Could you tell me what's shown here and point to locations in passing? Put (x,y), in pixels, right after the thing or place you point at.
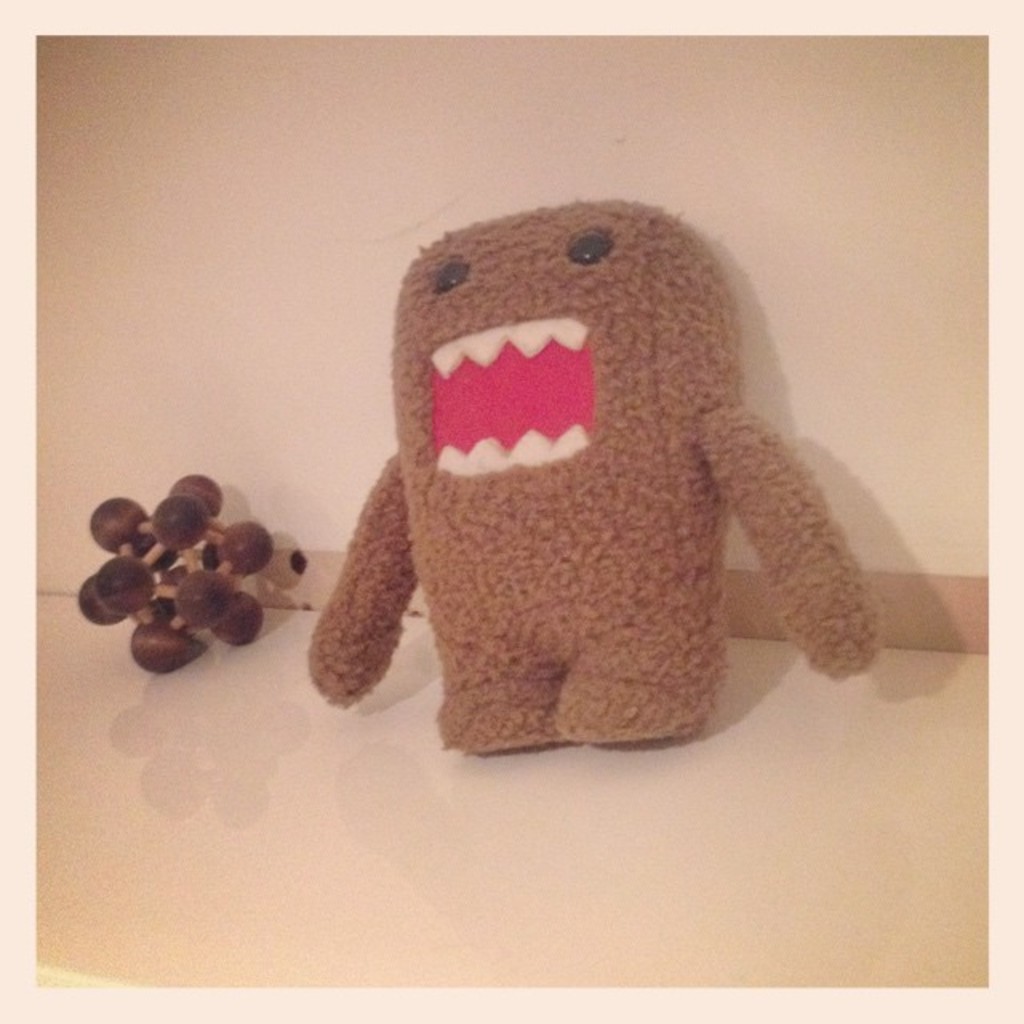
Here we can see doll (546,647) and toy (216,548) on the surface (118,750). Background (375,188) we can see wall (734,202).
